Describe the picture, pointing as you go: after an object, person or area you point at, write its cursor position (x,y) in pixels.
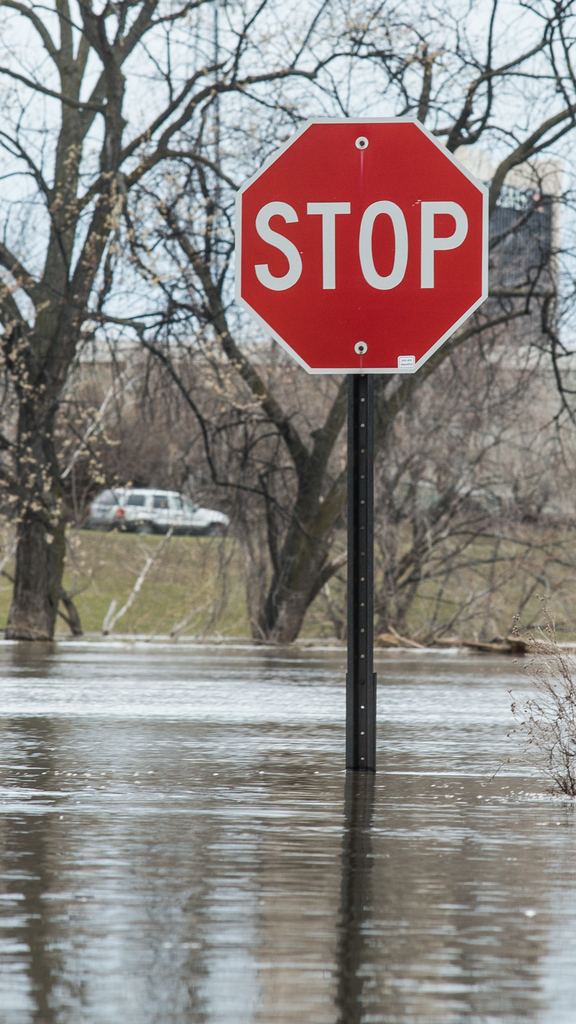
In this image there is a stop sign (333,317) in the middle (360,569). In the background (199,427) there are trees (199,442), building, car (159,509). On the ground (187,704) there is water (340,854).
